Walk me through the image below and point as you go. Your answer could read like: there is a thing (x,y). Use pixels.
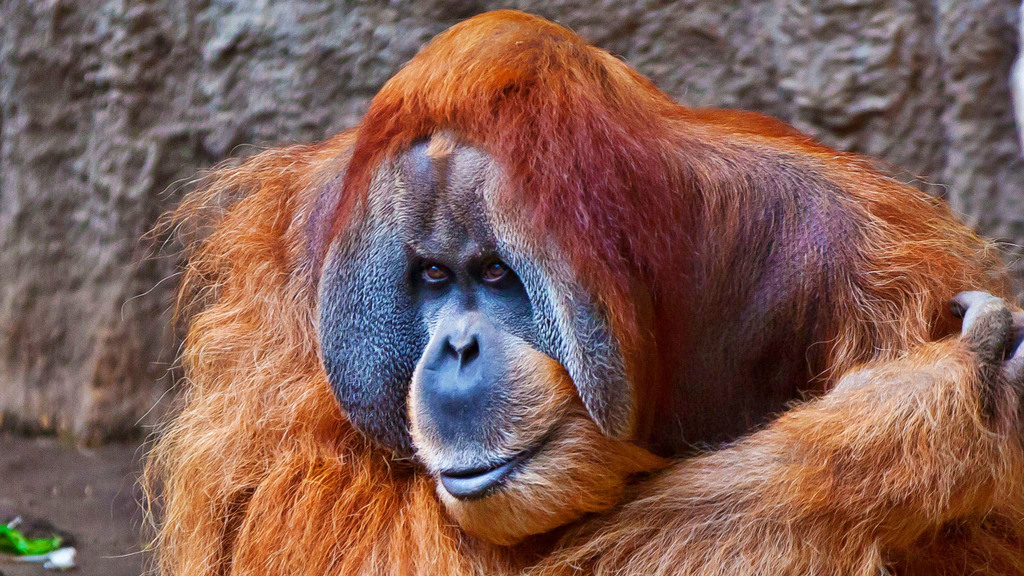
This image consists of an orangutan (600,514). In the background (65,247), there is a rock (266,45). At the bottom (52,537), there is ground (2,565).
